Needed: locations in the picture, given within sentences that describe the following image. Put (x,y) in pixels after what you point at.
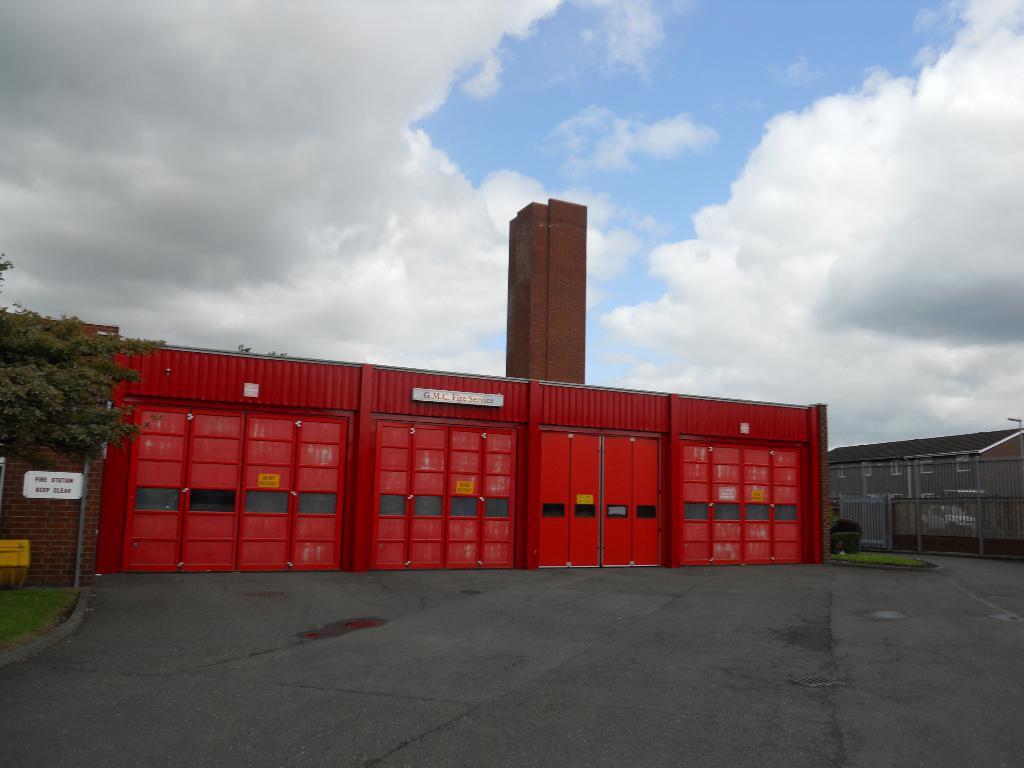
In this image there is big go-down (699,412) in front of that there is a road (870,755) and tree (24,442), also there are some clouds (365,295) in the sky (182,326).
